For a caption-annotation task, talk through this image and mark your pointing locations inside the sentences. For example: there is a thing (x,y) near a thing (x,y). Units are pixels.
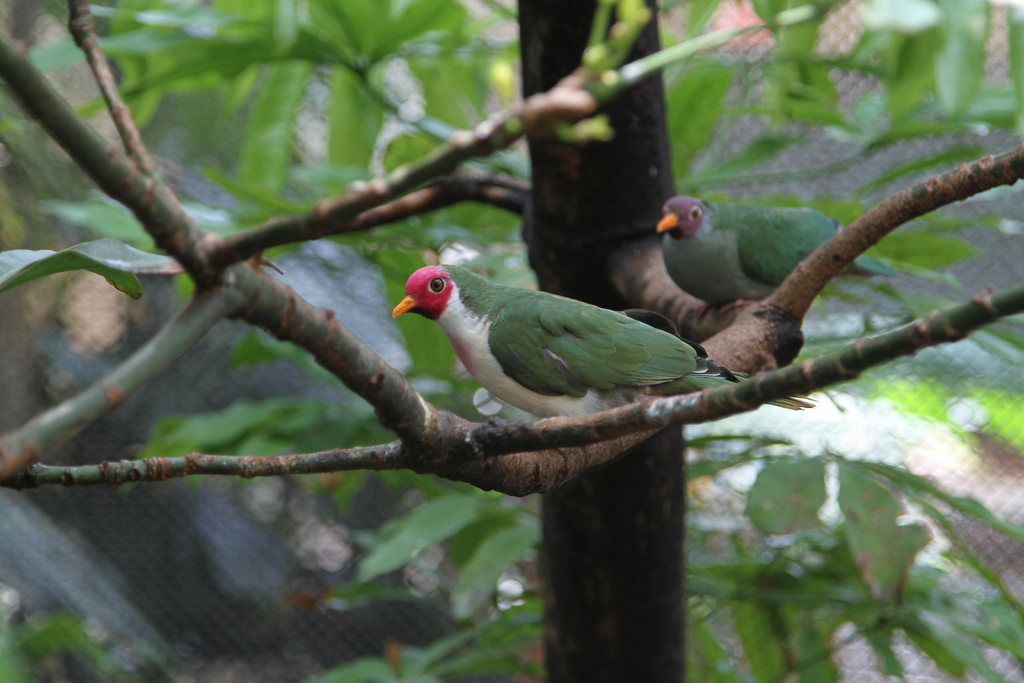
In the image in the center (678,449) we can see trees (296,313). And on the branch (543,426), we can see two birds (756,266), which are in different colors.
